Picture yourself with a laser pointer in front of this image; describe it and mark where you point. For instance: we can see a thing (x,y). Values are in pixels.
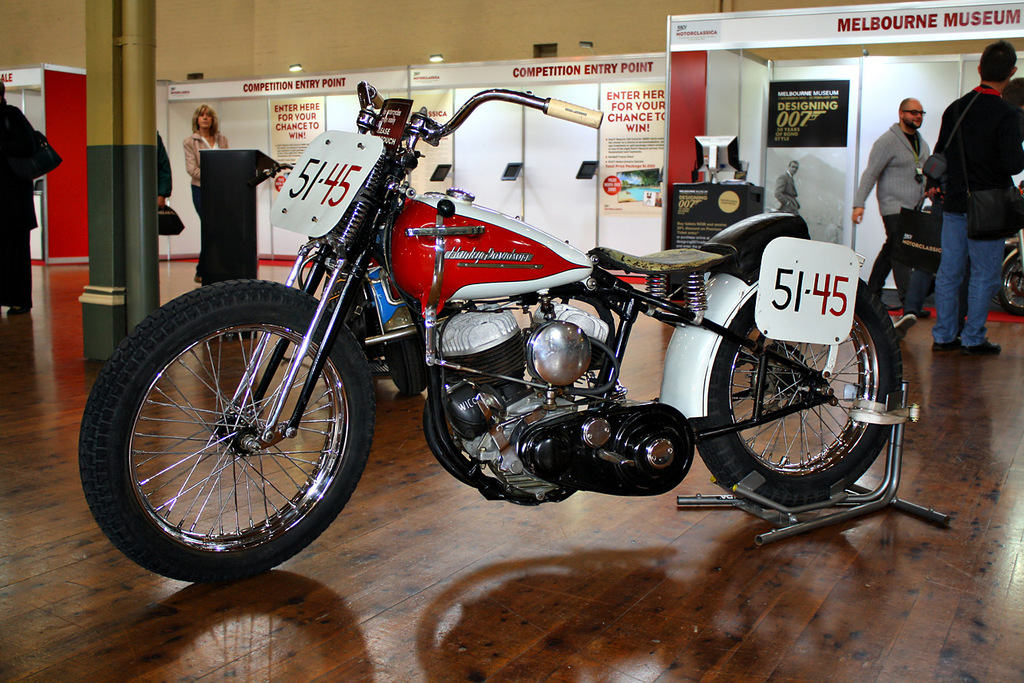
It is a bike (577,443) which is in white and red color. On the right side (879,166) 2 men (1008,145) are there and here a man (863,180) is walking.
